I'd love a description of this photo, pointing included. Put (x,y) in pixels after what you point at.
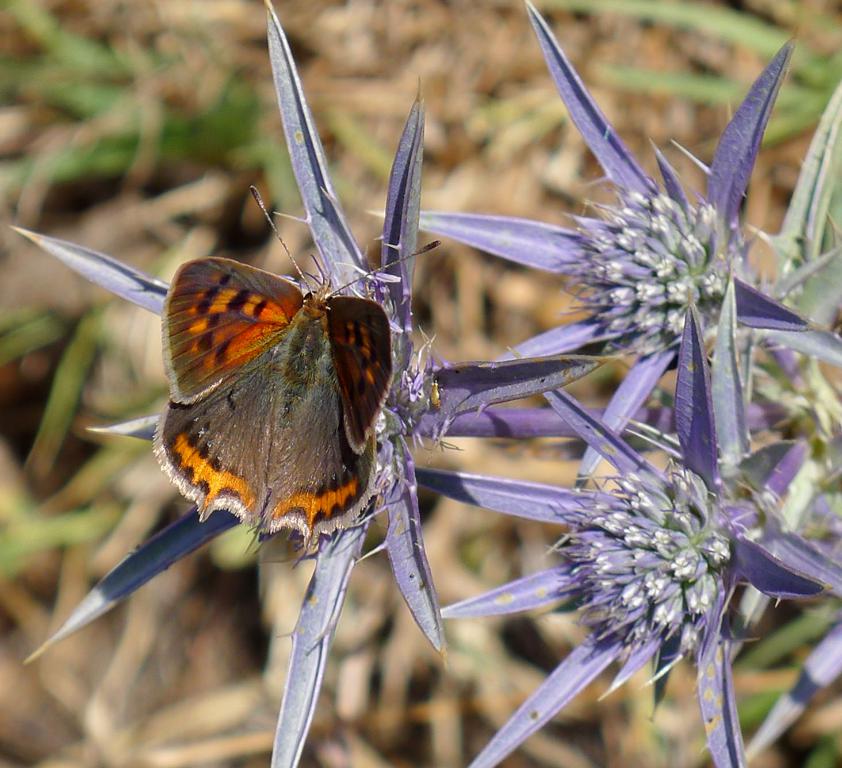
In this picture i can see a bug (272,463) is sitting on a flowers (607,274). The background of the image (445,293) is blur.
